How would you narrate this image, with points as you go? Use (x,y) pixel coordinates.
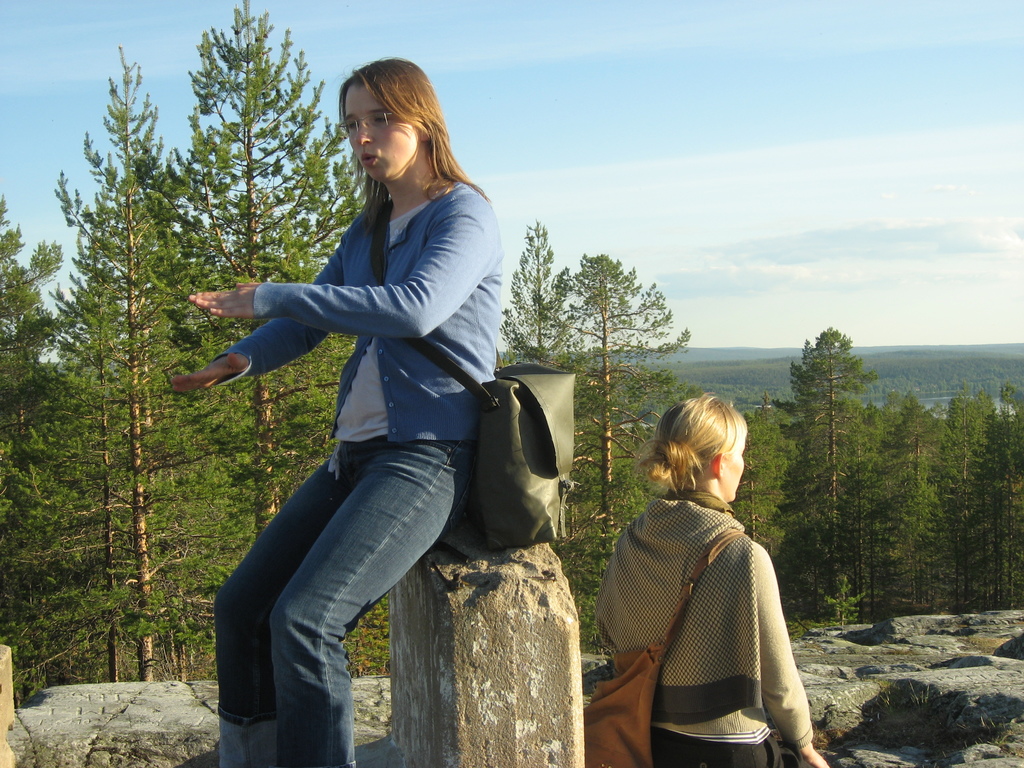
In this image I can see two women (464,476) in the front (633,600) where one is sitting and one is sitting. I can also see both of them are carrying bags (548,379). In the background (55,496) I can see number of trees (619,415), clouds (827,266) and the sky (78,84).
